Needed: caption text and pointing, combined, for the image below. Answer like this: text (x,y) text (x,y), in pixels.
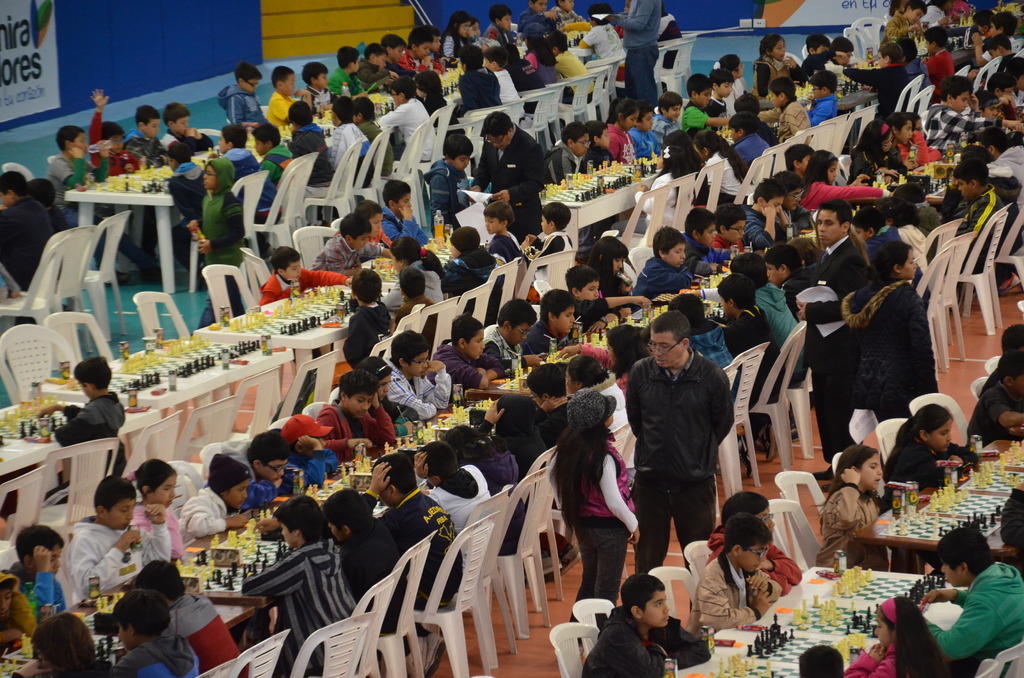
In the foreground of this image (325,577), there are children (276,517) sitting on the chairs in front of tables (252,360) on which there are chess boards (259,543) and coins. Few are standing on the floor (531,649). In the background (118,20), there is a wall (227,63).
